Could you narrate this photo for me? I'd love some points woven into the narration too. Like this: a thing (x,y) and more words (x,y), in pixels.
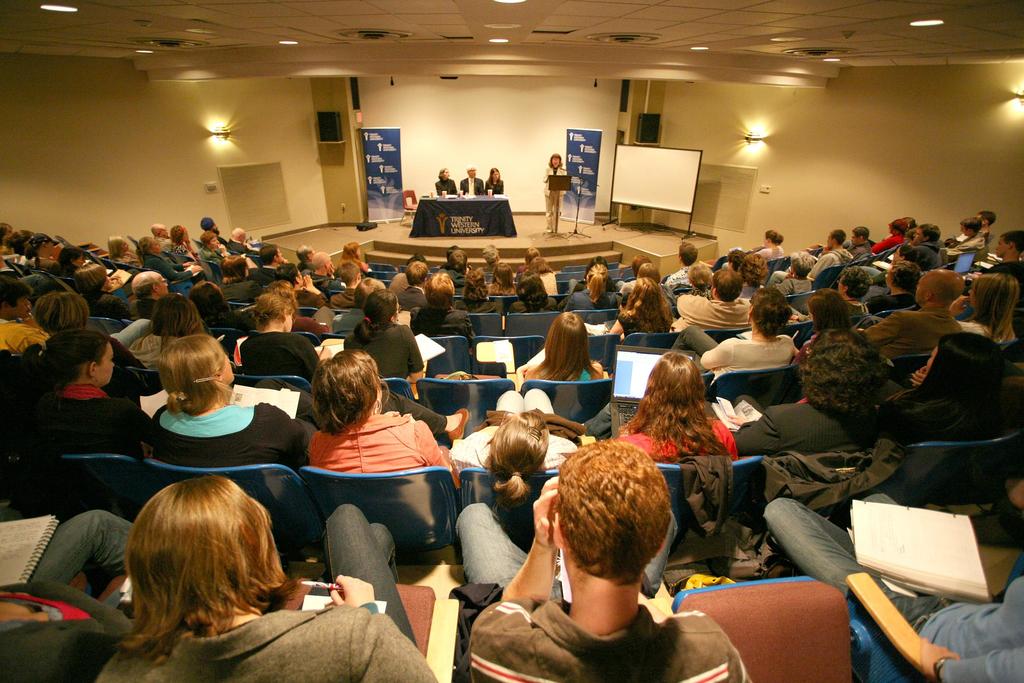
This is the picture of a hall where we have some people (555,353) holding some things (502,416) and sitting on the chair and we can see three people (470,189) sitting in front of the table (482,215) and also we can see a board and some lights (66,10) to the roof (33,2).
